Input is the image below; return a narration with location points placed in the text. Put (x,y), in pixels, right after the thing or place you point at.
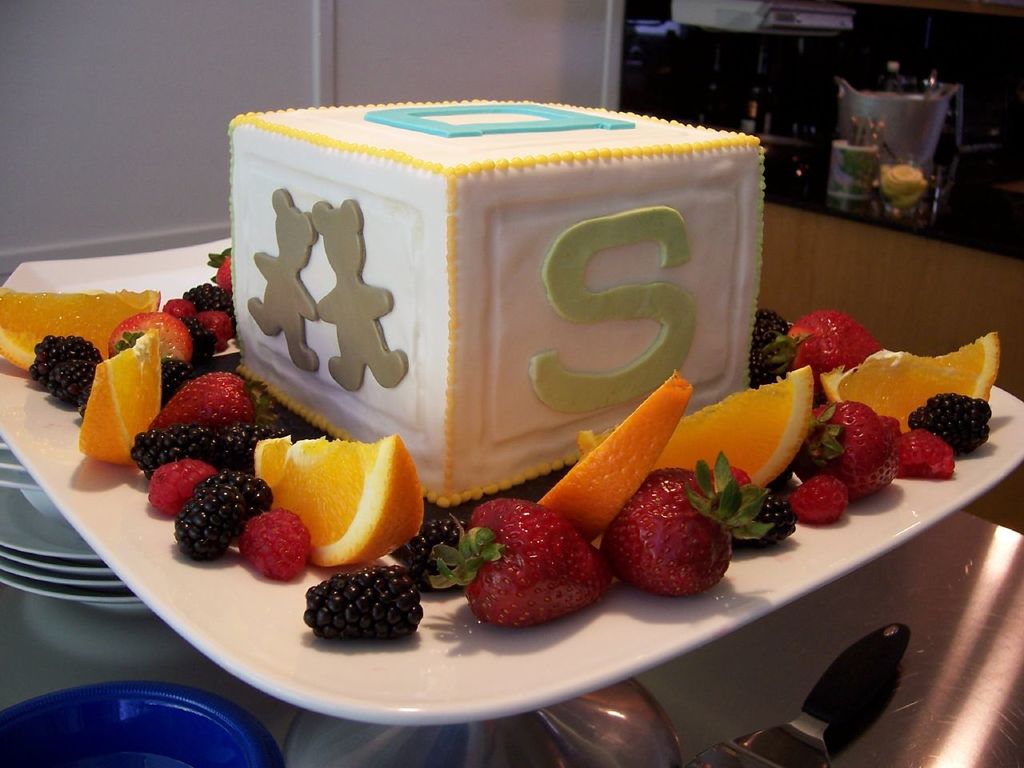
In the picture we can see some food item (445,328) which is in white color plate (578,686) and there are some fruits (243,383) around it and in the background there is a wall (321,67).
